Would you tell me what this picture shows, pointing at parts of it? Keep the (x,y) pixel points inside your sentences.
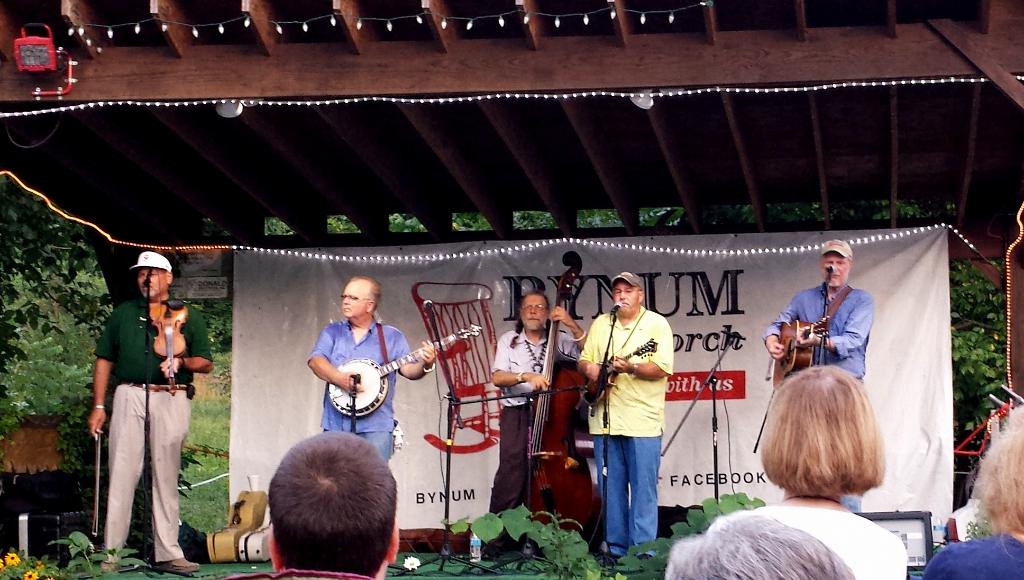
This picture is clicked in a musical concert. There are five men (372,338) playing musical instruments (542,413), some of them are singing on microphone (607,424). The man (130,494) on the left corner of the picture (127,414) is playing fiddle (180,352) and in the middle (529,383), the man (512,403) in white shirt (514,362) is holding bass (567,436) in his hands (542,383) and playing it and behind them, we see a banner (582,287) which have some text (706,388) written on it. Behind them, we see trees (980,294). On the top of the picture (405,36), we see the roof (438,169) of the concert.
